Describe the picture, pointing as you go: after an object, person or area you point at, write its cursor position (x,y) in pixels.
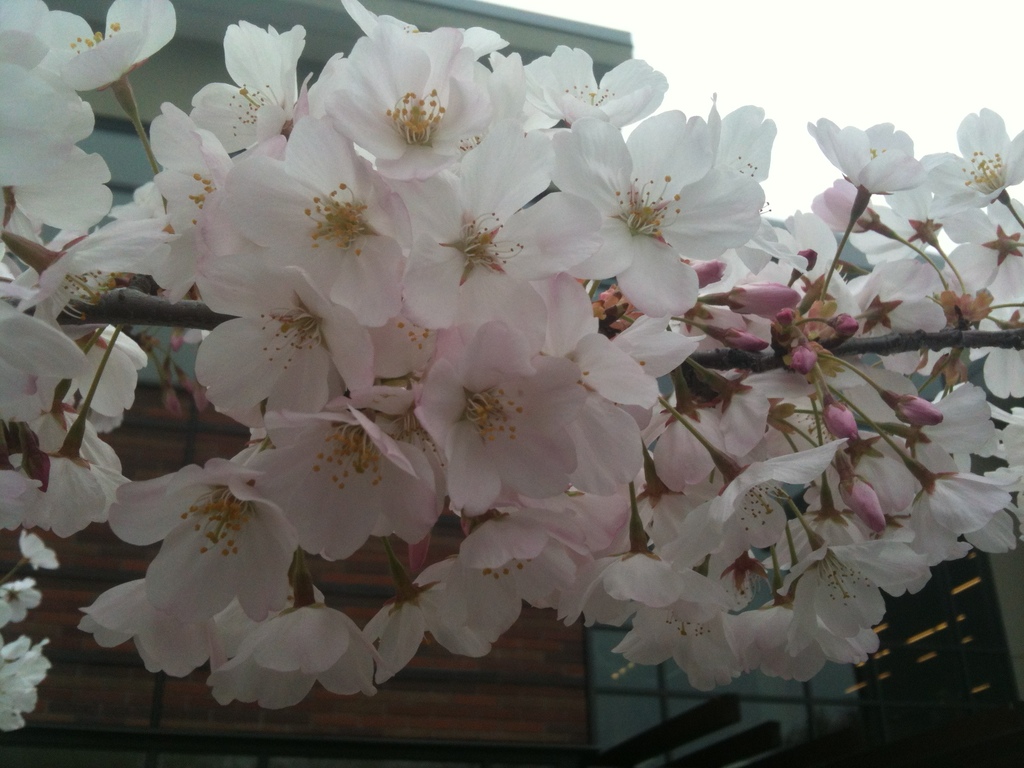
In this image I can see flowers (958,294) in pink and white color, at back (536,29) I can see a building (524,24) in cream color and sky (685,34) in white color.
